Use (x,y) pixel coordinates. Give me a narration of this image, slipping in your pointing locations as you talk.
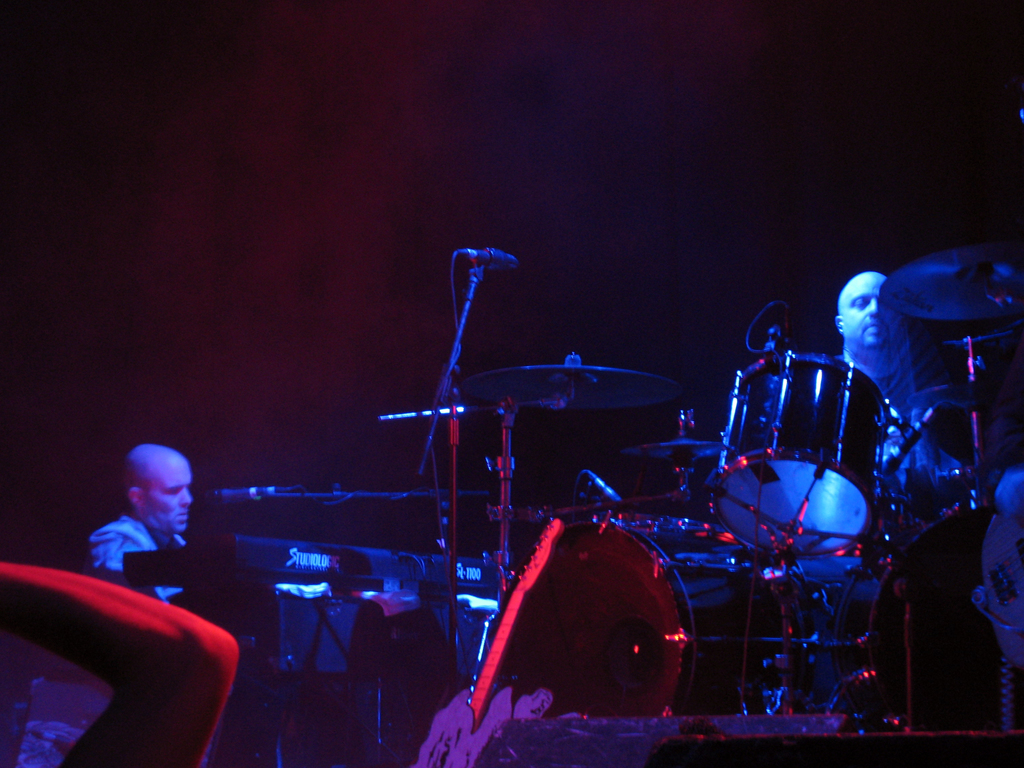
In this picture we can see few people (872,325), in front of them we can see musical instruments (709,583) and a microphone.
